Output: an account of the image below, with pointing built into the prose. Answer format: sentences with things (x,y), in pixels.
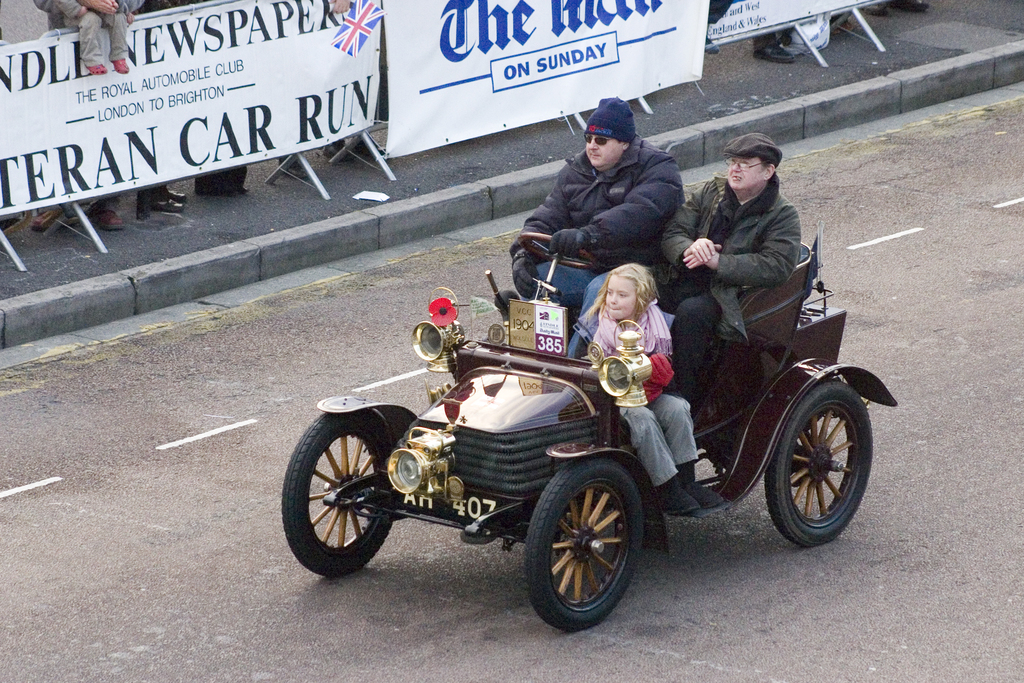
There are two men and a girl child (685,415) travelling on a four wheeler vehicle (517,516) on a road (454,548).
